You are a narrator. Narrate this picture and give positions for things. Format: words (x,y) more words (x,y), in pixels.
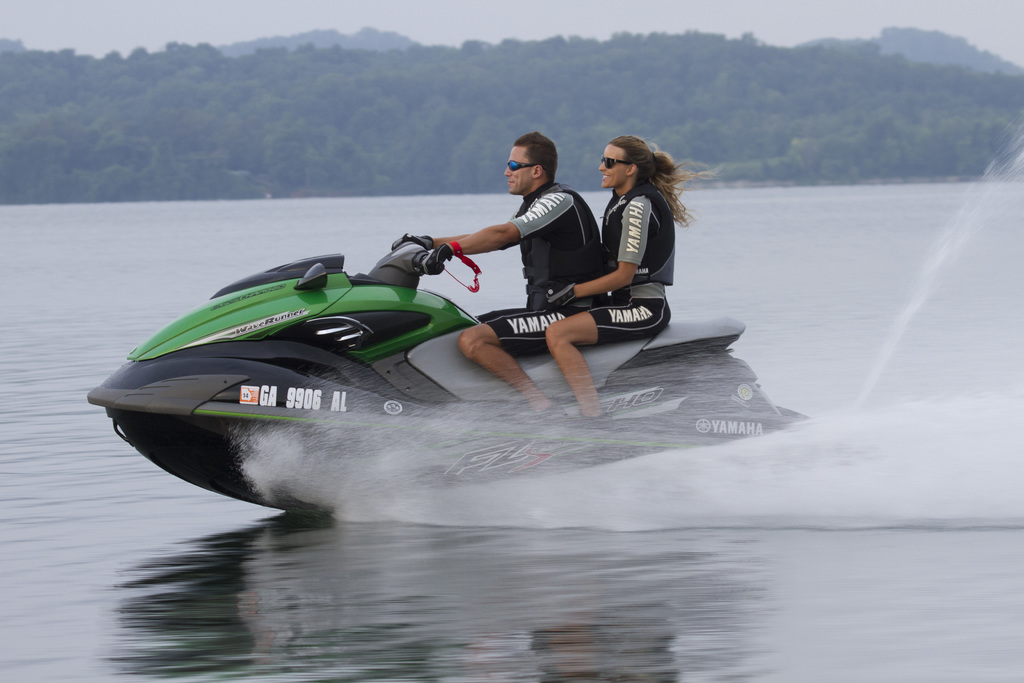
At the bottom of the image (376,458) we can see water (936,393), above the water (933,380) two persons (576,275) are riding a motor boat (726,436). At the top of the image (373,181) we can see some trees (1023,112) and hills (604,51). Behind them there are some clouds (985,40) in the sky (47,21).
